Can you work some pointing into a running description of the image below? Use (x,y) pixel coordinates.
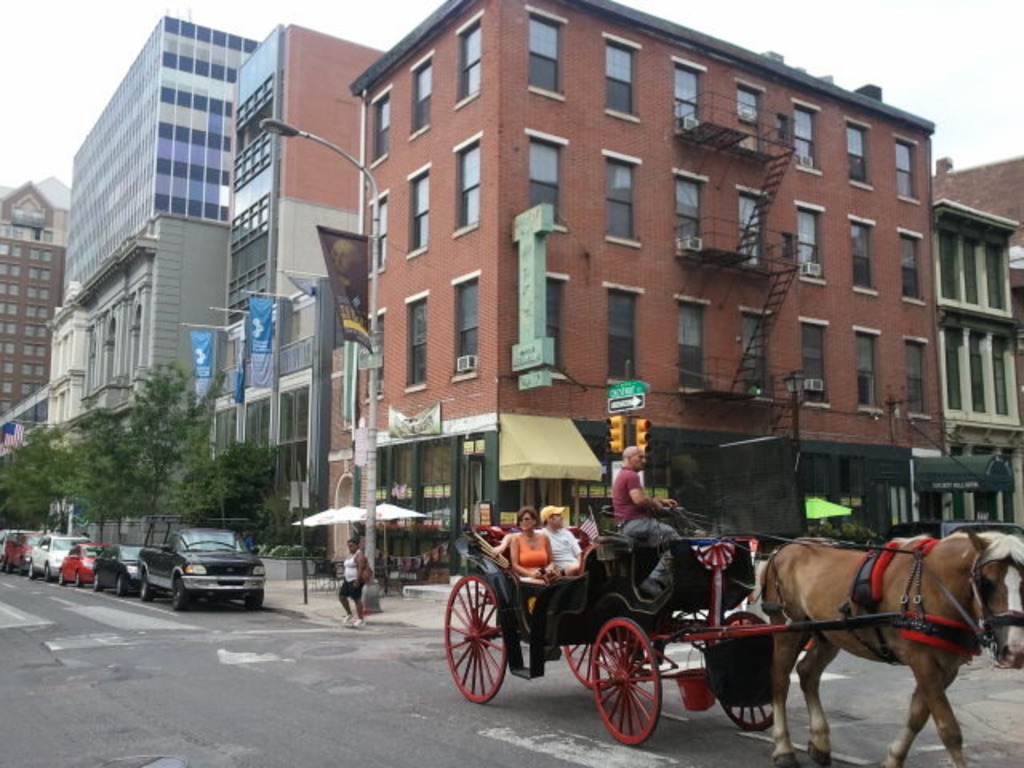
In this picture we can see there are three persons (538,536) sitting on a horse cart (820,631). On the left side of the image (159,553), there are vehicles (198,573) and a person (342,592) on the road (84,590). Behind the vehicles (136,564), there are trees (118,510), banners (261,333), a flag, umbrellas (351,522), street lights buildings (113,281) and the sky (401,22). Behind the cart (585,538), there is a pole (629,437) with traffic signals (615,448) and boards (637,400) attached to it.
